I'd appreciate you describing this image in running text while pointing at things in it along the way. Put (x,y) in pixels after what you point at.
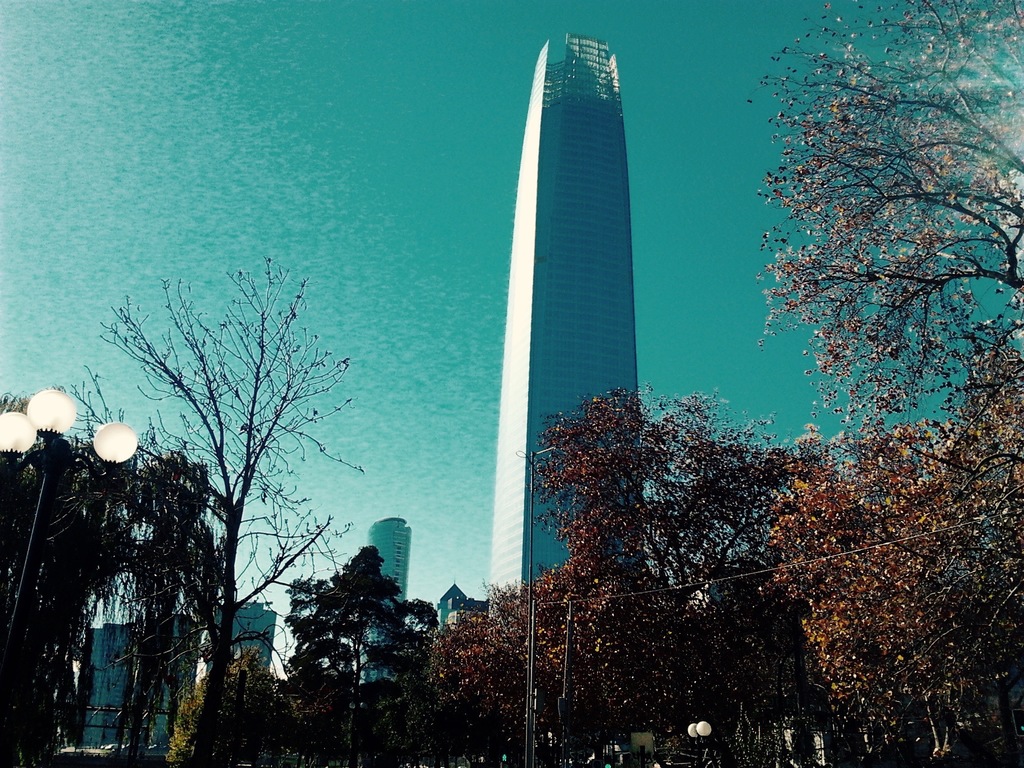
In the image we can see there are buildings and trees (690,627). Here we can see poles (527,706), electric wire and the sky (395,288).
